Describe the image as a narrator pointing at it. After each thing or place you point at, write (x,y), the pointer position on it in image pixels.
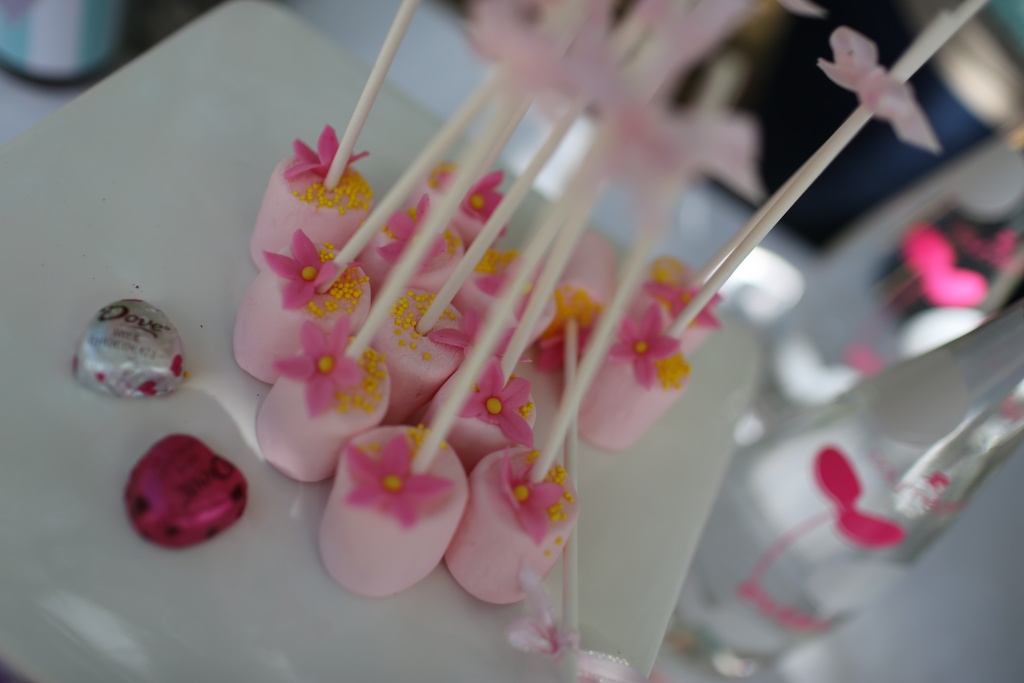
On this white surface (157,80) we can see candies (559,363). Background (905,165) it is blur. Here we can see bottles (908,486).
